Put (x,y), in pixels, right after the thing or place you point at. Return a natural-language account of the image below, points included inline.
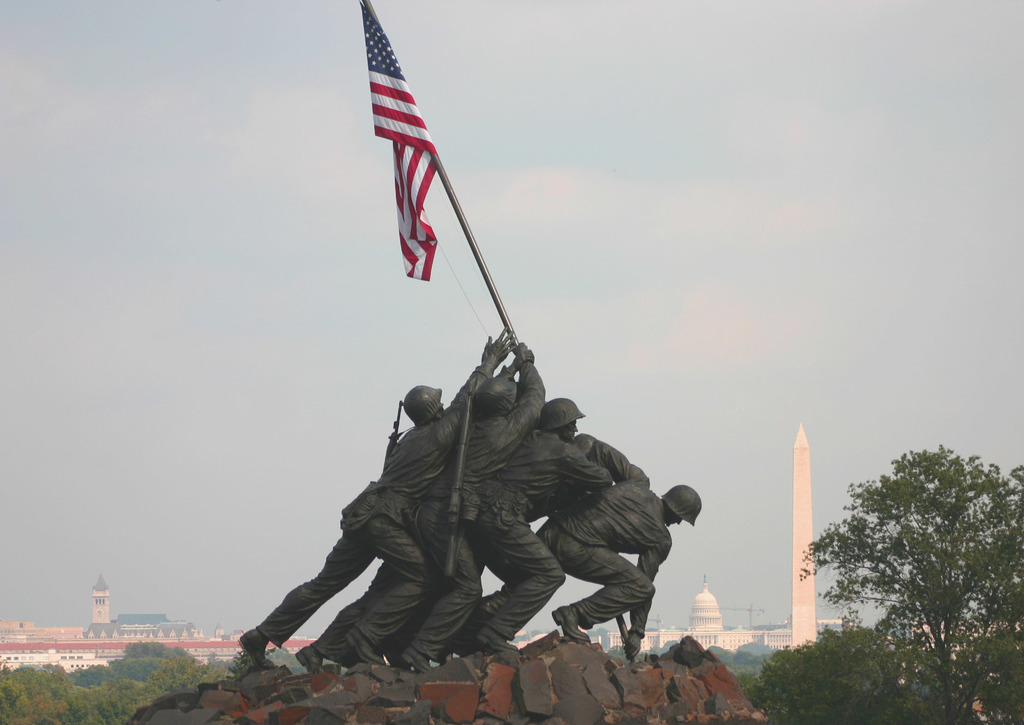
In the center of the image (445,436) there are depictions of persons (530,493). There is a flag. In the background of the image (216,637) there are buildings (191,645). There are trees (93,674). At the bottom of the image (465,690) there are stones (585,707).
